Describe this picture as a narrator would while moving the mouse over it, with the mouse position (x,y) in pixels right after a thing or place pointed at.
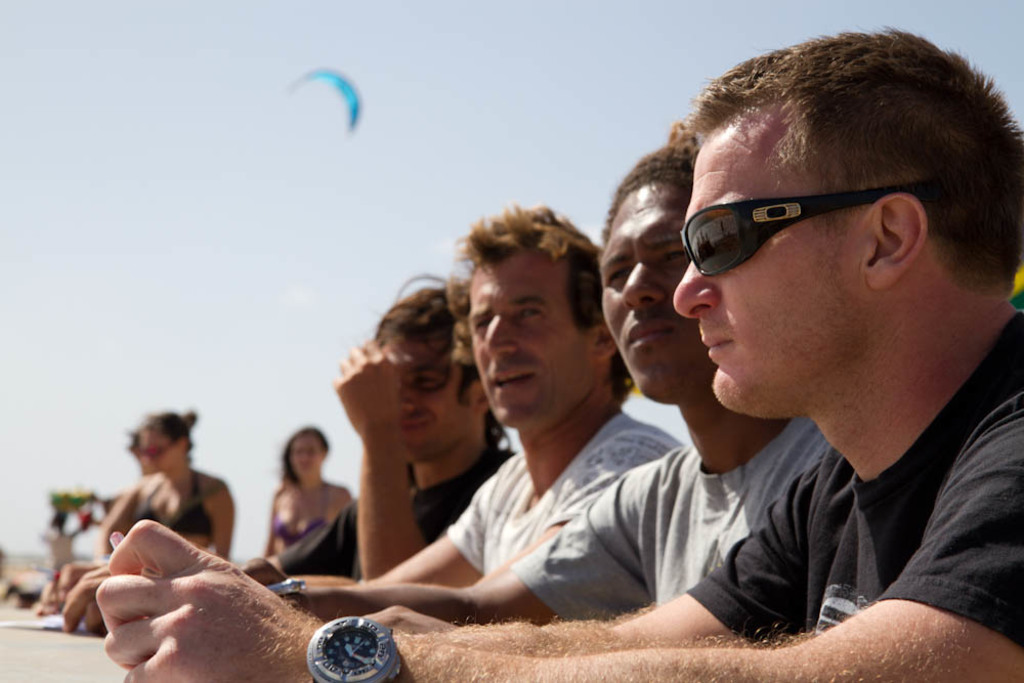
In the picture I can see four men (859,437). They are wearing a T-shirt (770,487) and looks like one of them is speaking. I can see two women (274,524) on the left side (287,521). There are clouds (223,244) in the sky (257,269).
